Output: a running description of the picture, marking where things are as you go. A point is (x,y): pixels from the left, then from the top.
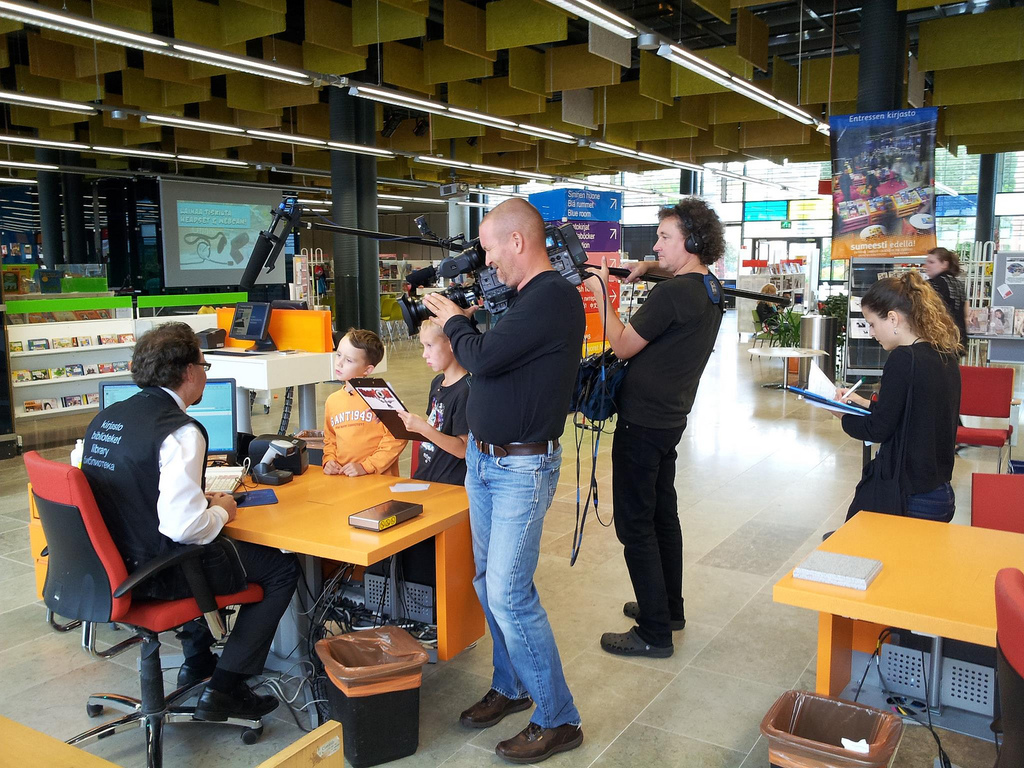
There is a person (170,531) sitting here on the chair (193,563) and few men (549,497) are recording him in the camera (498,302). There are 2 kids (421,420) over here standing. On the right (892,405) there are two women (892,321) are standing and a woman (768,323) sitting on the chair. We can see screens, racks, lights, hoardings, tables (990,568), chairs (172,560), baskets (816,716), dustbins (416,708) in this room (743,483).
